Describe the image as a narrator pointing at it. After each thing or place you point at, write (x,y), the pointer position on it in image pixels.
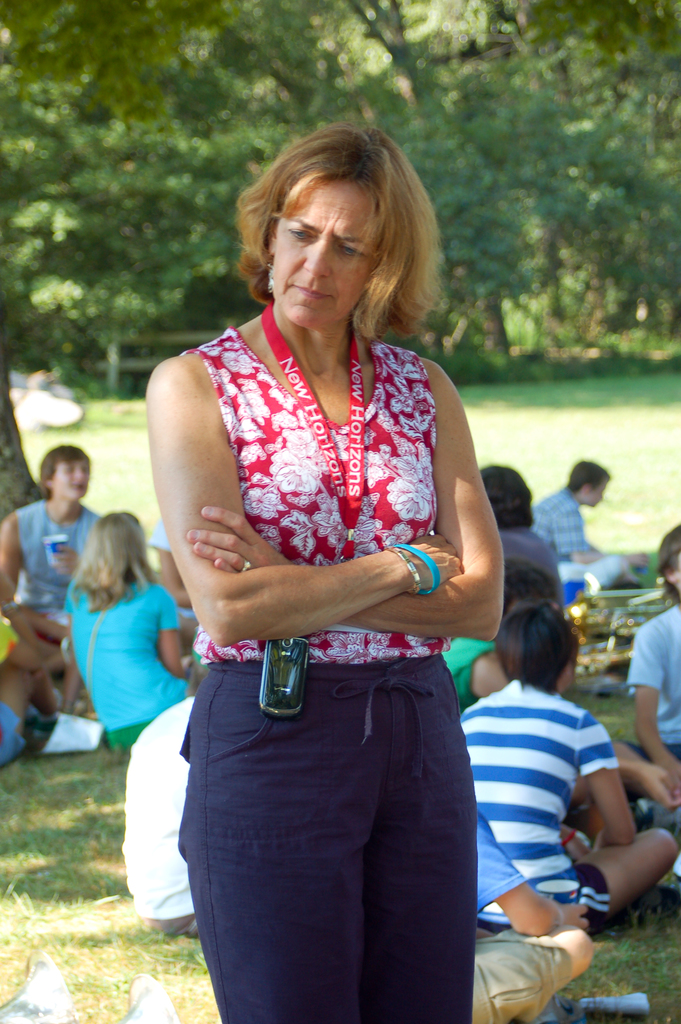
In this picture I can see a woman (331,288) standing, and there are group of people (502,740) sitting on the grass (72,875), and in the background (227,236) there are trees (602,53).
